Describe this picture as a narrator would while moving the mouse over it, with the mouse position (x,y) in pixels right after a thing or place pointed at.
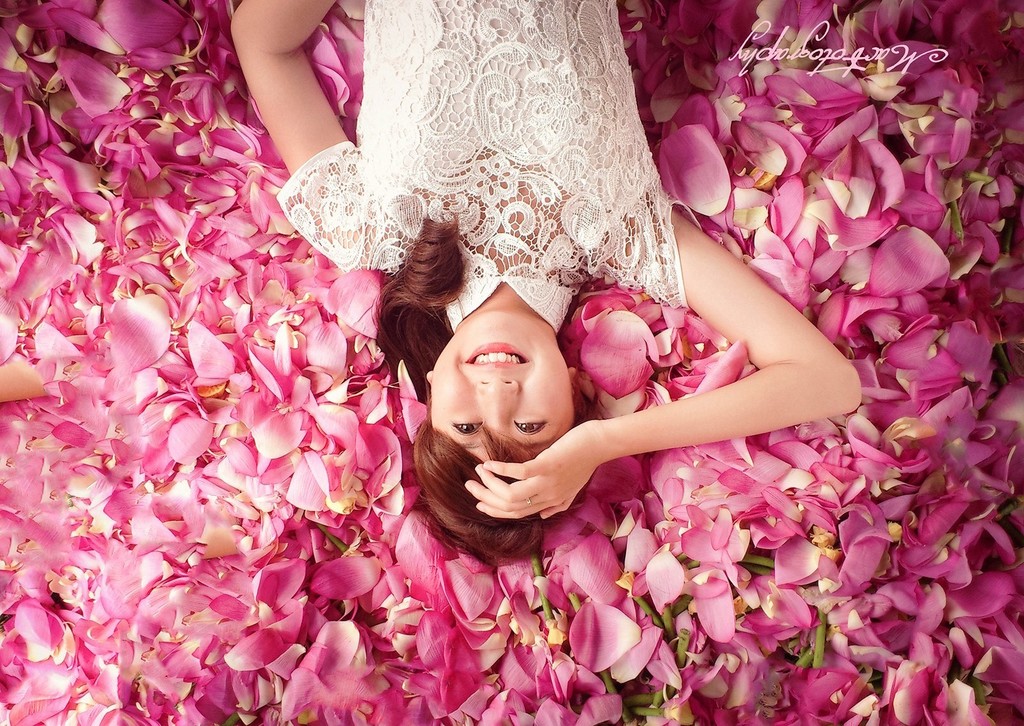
In this picture there is a woman (603,67) with white dress (591,57) is laying on the rose petals (769,81) and smiling. At the bottom (530,670) there are rose petals (832,519). At the top right (906,62) there is a text (942,48).
